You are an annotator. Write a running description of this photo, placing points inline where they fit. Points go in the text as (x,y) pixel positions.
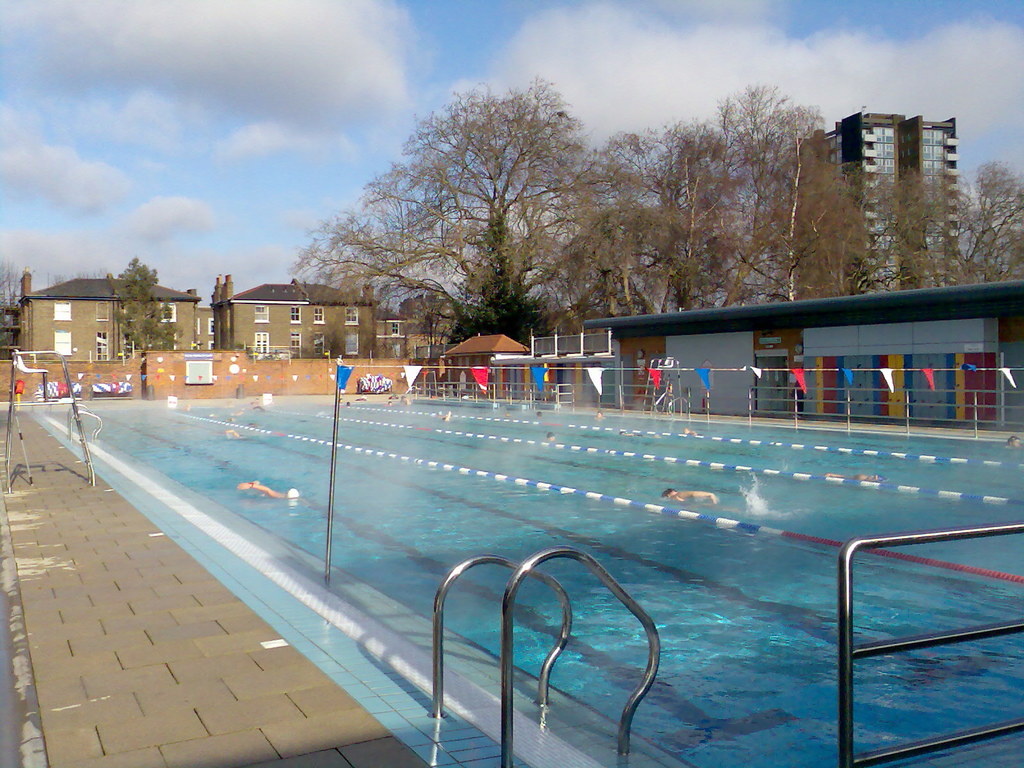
In the center of the image (391,509) there are persons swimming in the water (267,456). On the right side of the image (990,408) we can see buildings (914,136) and trees (514,221). In the background (253,367) we can see buildings (276,313), wall (98,371), sky (206,299) and clouds (561,32).
